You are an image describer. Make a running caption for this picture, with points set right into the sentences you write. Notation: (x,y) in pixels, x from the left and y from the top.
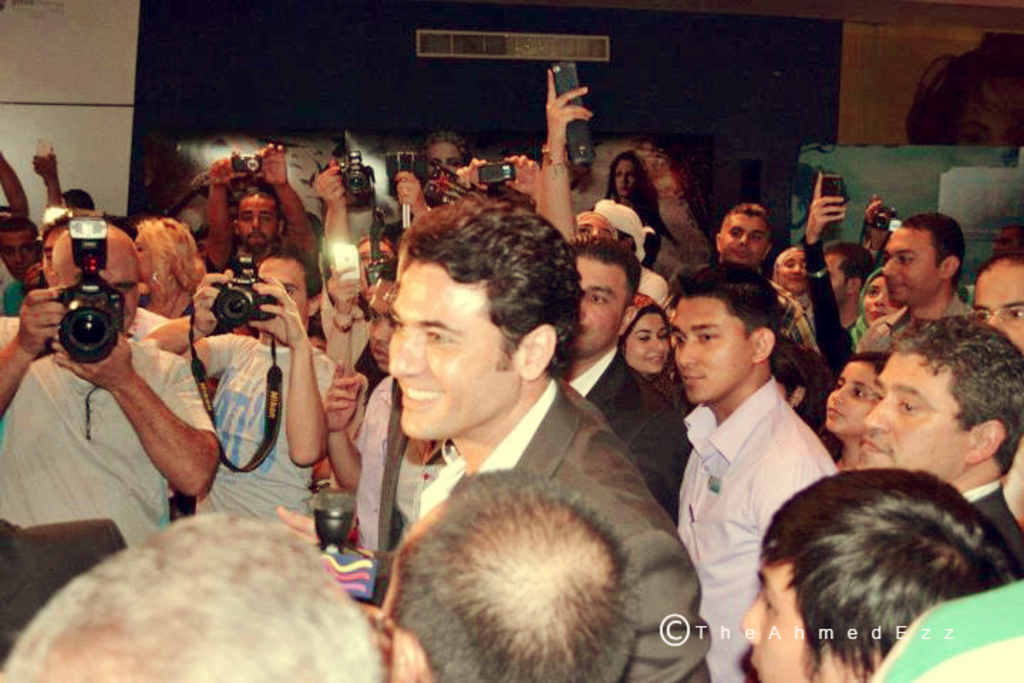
There are many people (532,359). Some people (288,298) are holding cameras (241,279). In the back (667,81) there's a wall (299,80). On the right corner (845,622) there is a watermark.
